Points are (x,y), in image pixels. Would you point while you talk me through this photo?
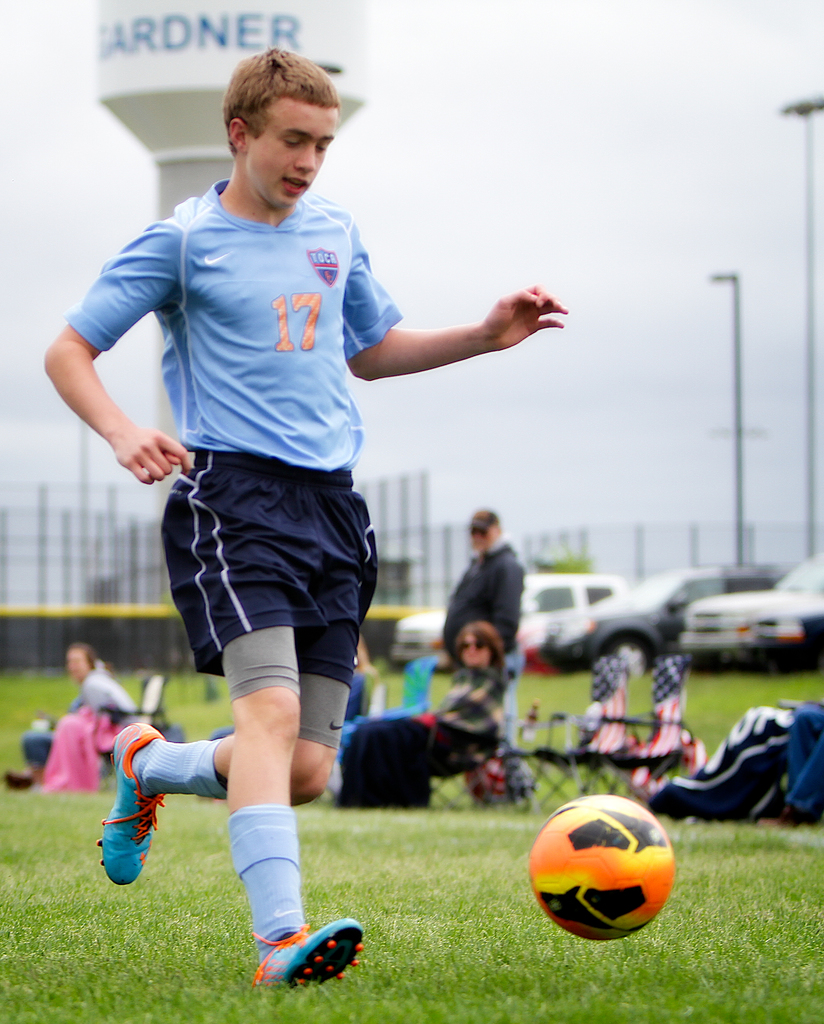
In this picture we can see a man (158,443) wearing sports dress (169,525) running, there is a ball (634,832) and in the background of the picture (767,711) there are some persons (68,652) sitting on chairs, there are some vehicles (527,647) which are parked and we can see water tank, poles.
